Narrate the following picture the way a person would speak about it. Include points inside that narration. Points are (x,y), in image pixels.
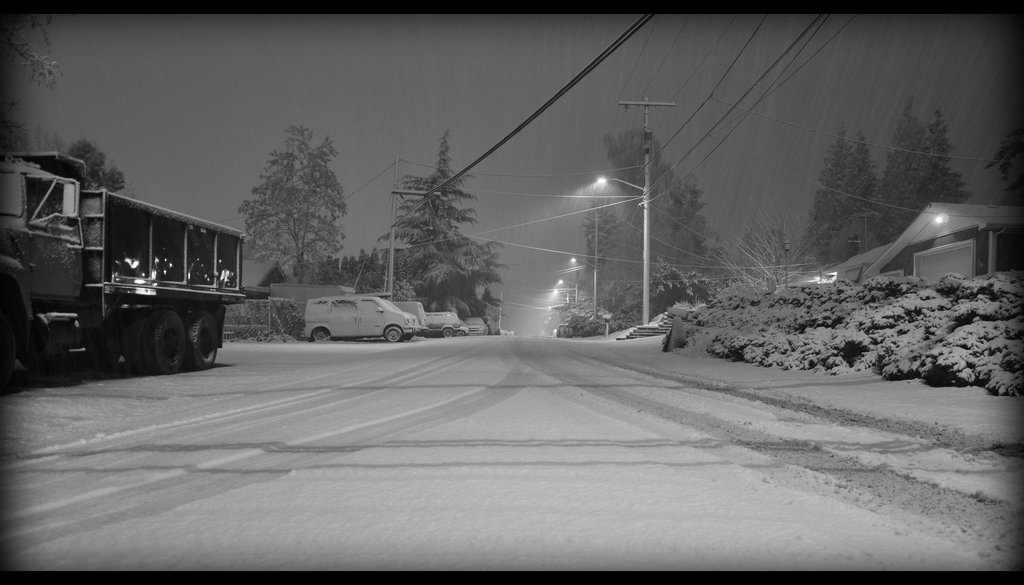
On the left (97,221) I can see a truck (203,297) and vehicles (417,312) on the road (656,386). In the background (1022,211) I can see houses (940,210), trees (814,215), poles (596,210), wires (359,188) and the sky (231,121). This image is taken during night on the road (198,466).
